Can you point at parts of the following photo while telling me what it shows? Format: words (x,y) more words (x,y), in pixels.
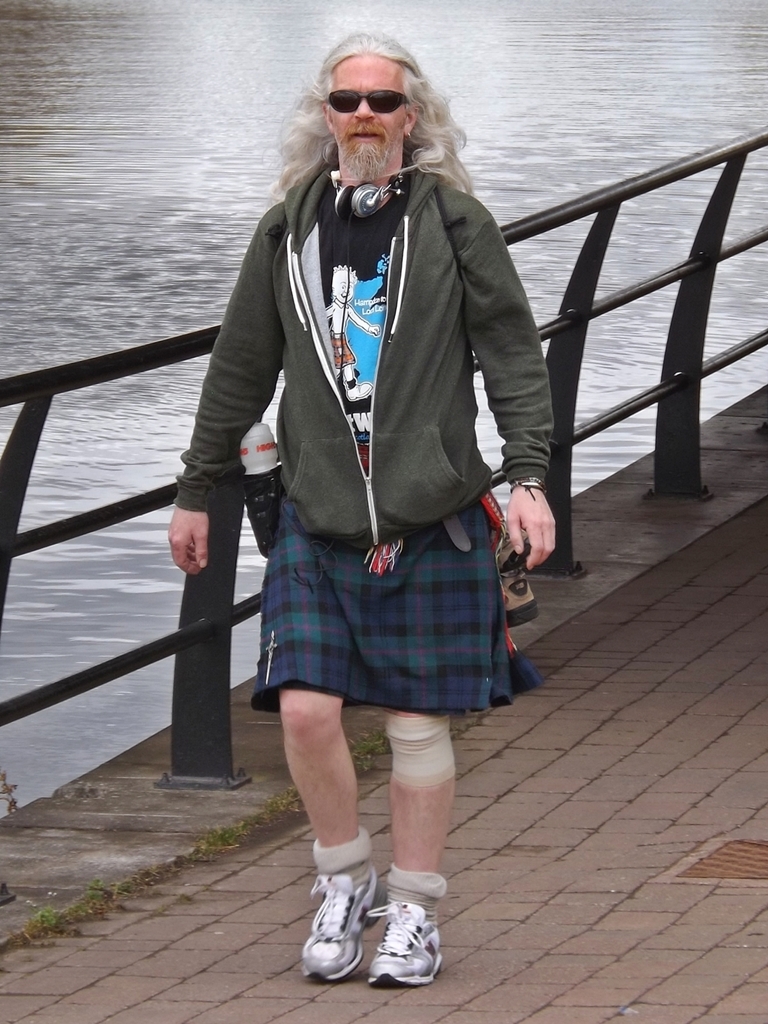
In this image we can see one canal (17,799), one black fence (721,198), one person (384,125) wearing some objects (401,524) and walking on the road (0,1011). There are some small plants (27,933) and grass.
